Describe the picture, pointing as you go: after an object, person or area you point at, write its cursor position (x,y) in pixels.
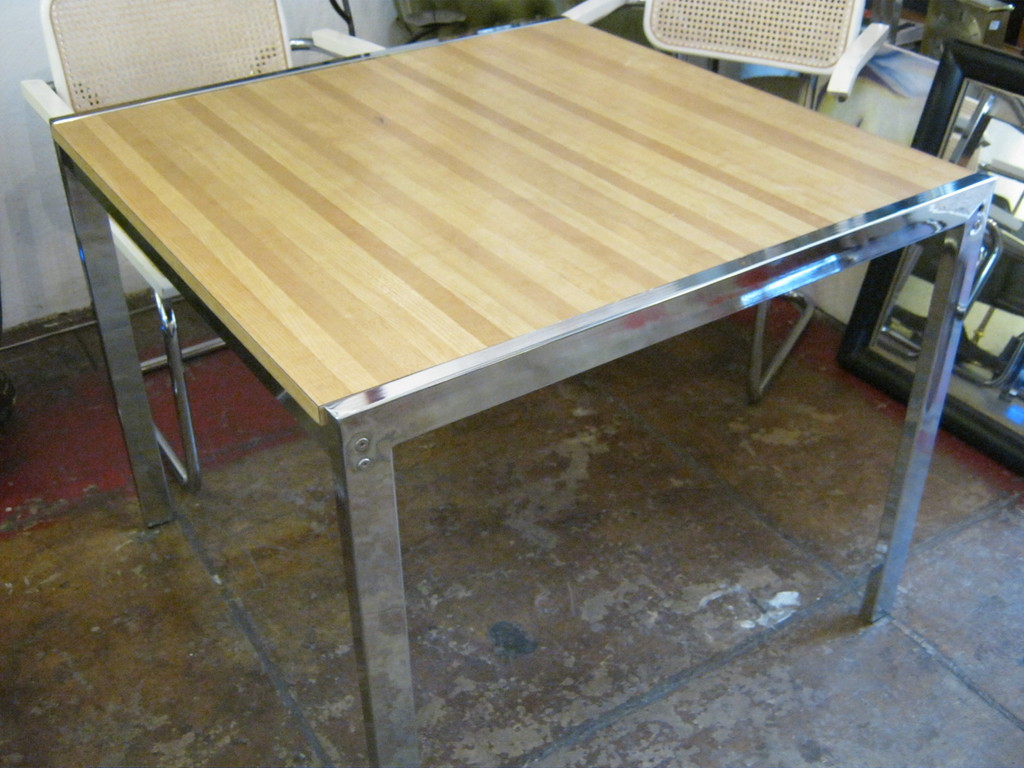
In this image we can see there is a table (475,255), behind the table (177,138) there are two chairs (723,27). On the top right side (958,68) there are some objects (978,152) placed on the floor (981,471).
